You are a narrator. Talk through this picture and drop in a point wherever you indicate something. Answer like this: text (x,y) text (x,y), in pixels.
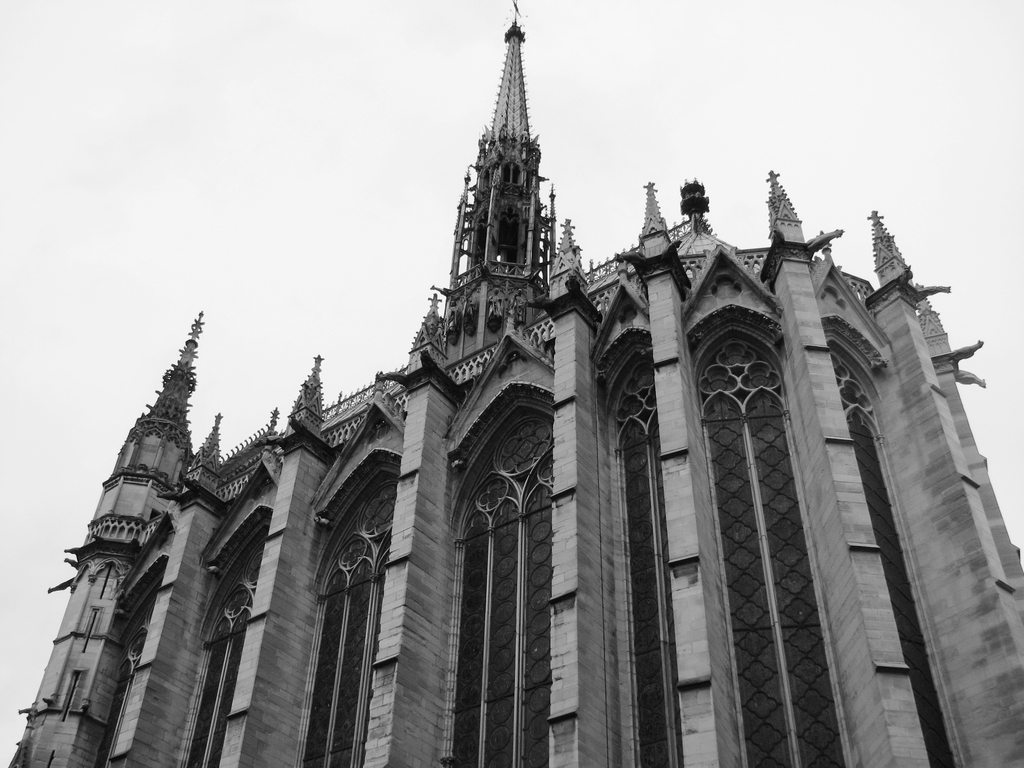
In this image in the center (505,367) there is one building (372,479), and at the top of the image (419,141) there is sky (303,96) and in the center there are some railings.
